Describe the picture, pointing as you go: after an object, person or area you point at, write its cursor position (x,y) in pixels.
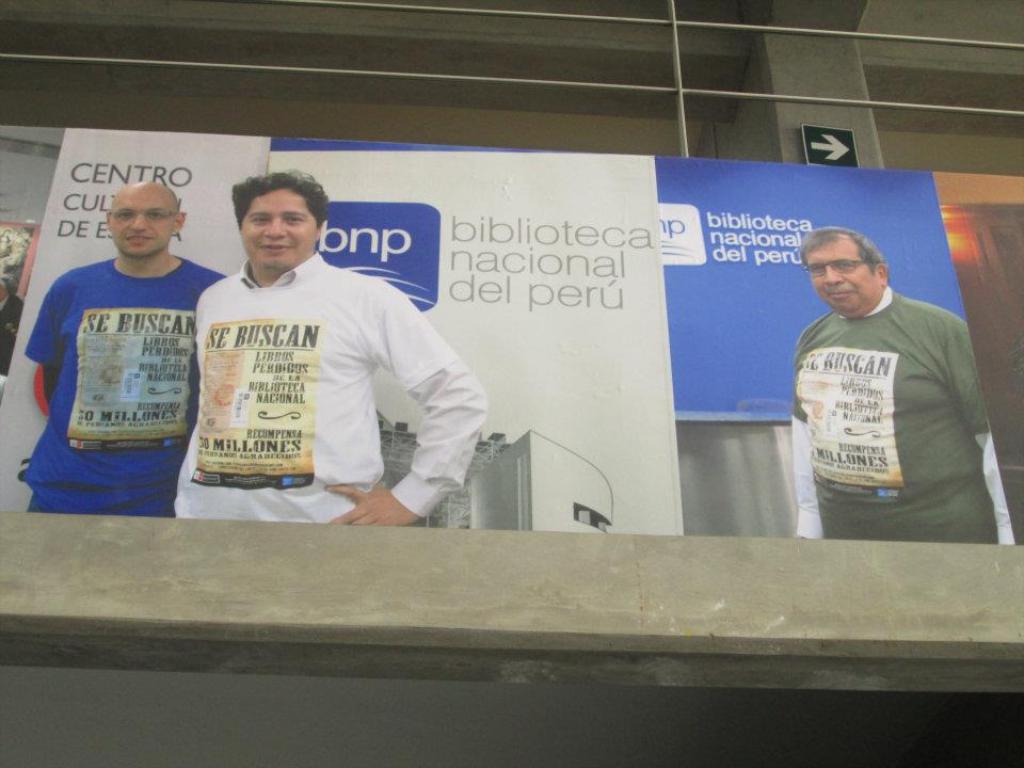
In this image there is a big poster (38,492) on the building (91,586) on which we can see there are some people (53,349) and some note (530,298).
